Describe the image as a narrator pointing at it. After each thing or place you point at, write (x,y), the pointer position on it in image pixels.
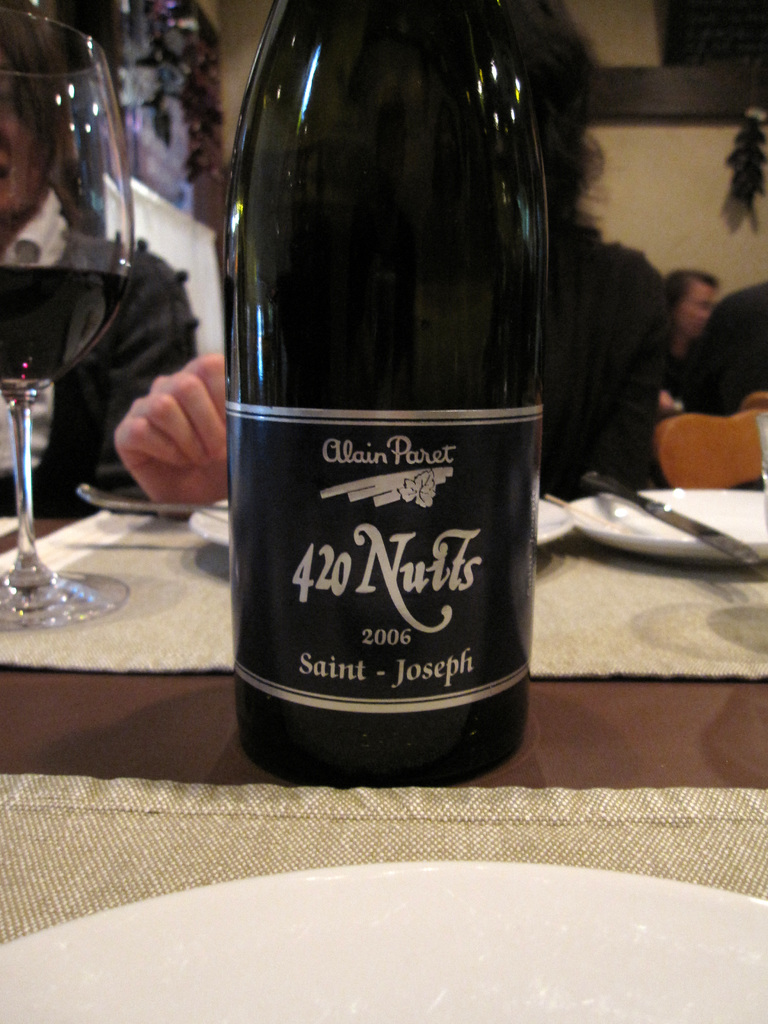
This image consists of a bottle (397,458) in black color is kept on the table (123,773). And there are plates (110,1014) along with cloths (106,812) and glasses (27,466) on the table (163,753). In the background (138,267), there are many people (72,379) sitting.
